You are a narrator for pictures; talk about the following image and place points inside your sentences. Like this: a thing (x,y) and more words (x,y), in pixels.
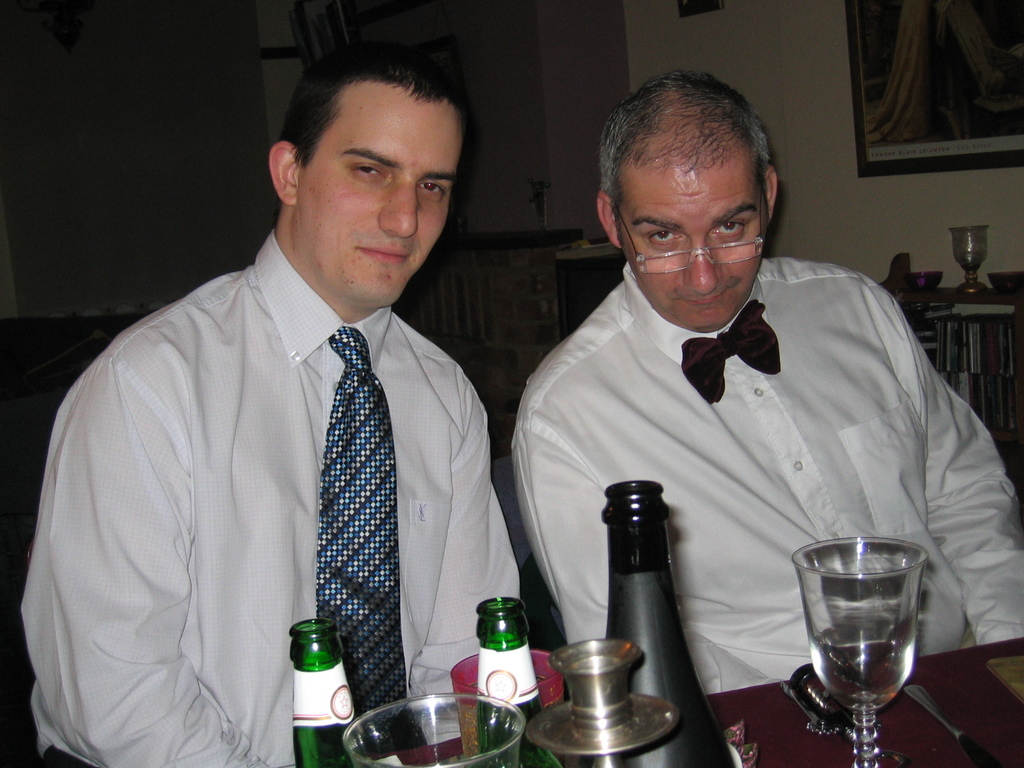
In the image there are two men (435,409) sat in front of table (999,752) on which there are wine bottles (700,693).
